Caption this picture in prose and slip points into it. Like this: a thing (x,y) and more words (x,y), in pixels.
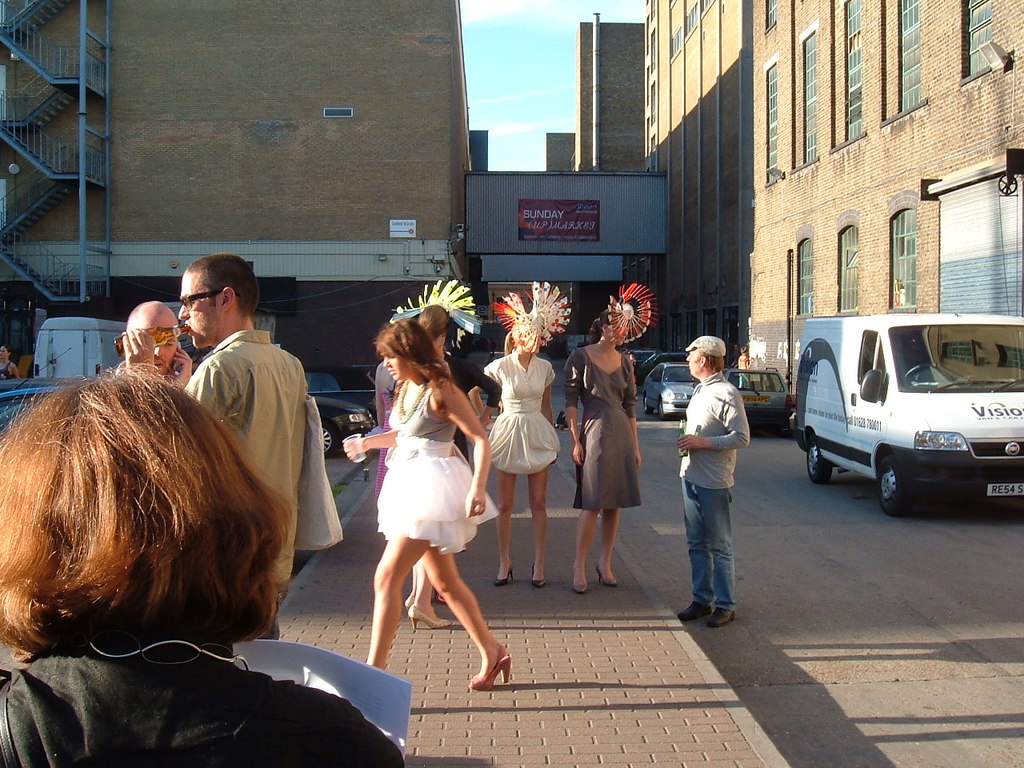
In the center of the image (415,337) there are people (140,640) on the road (1001,518). In the background of the image (702,217) there are buildings (386,114). There are vehicles (803,371) on the road (845,614).
